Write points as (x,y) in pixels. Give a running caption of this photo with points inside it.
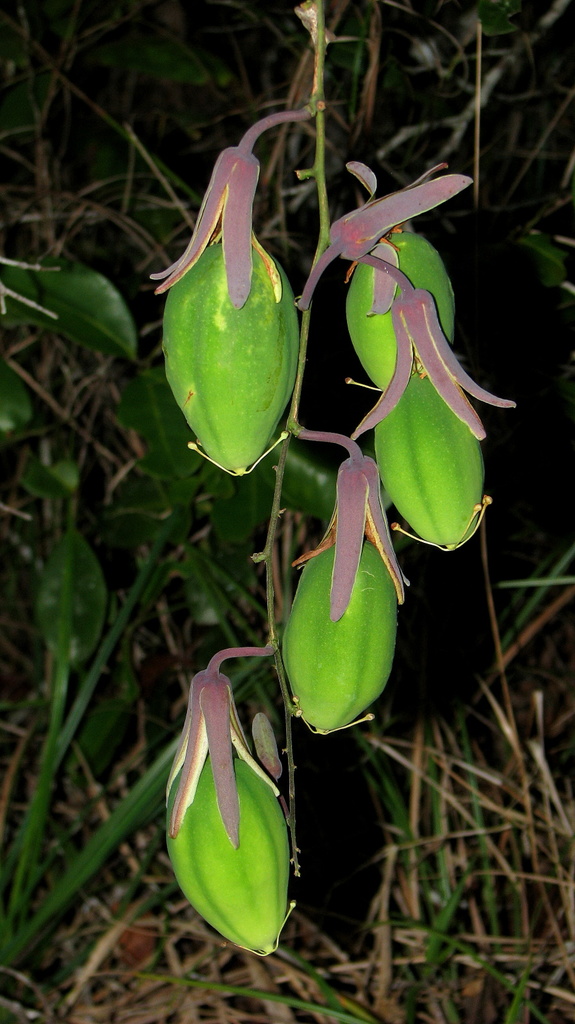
The picture I can see it looks like some fruits (410,534). The background of the image (515,824) is dark, where we can see dry grass (526,821) and plants (13,578).
